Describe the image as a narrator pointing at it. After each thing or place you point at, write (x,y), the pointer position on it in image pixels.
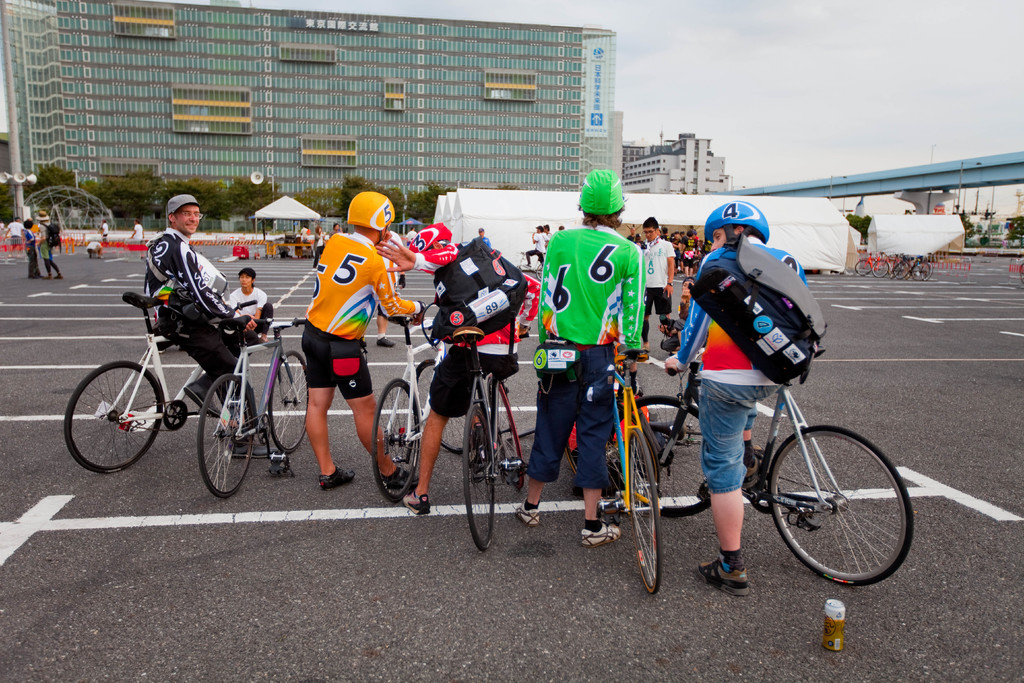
In this picture we can see some people (313,296) are standing and holding bicycle (639,463), side we can see some buildings (386,170), tents (660,207) and few people (251,297).
